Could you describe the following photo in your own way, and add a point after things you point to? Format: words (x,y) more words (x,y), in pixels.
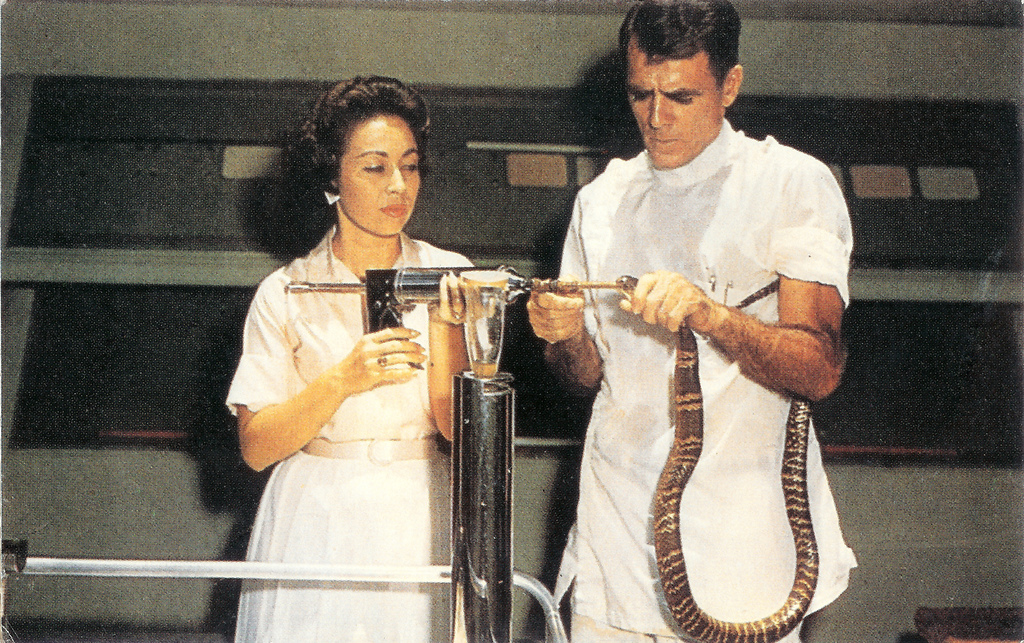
In this image we can see two persons (838,250), one of them is holding a snake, another person (427,259) is holding an object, there is a rod (314,573), behind them we can see the wall (879,430).
